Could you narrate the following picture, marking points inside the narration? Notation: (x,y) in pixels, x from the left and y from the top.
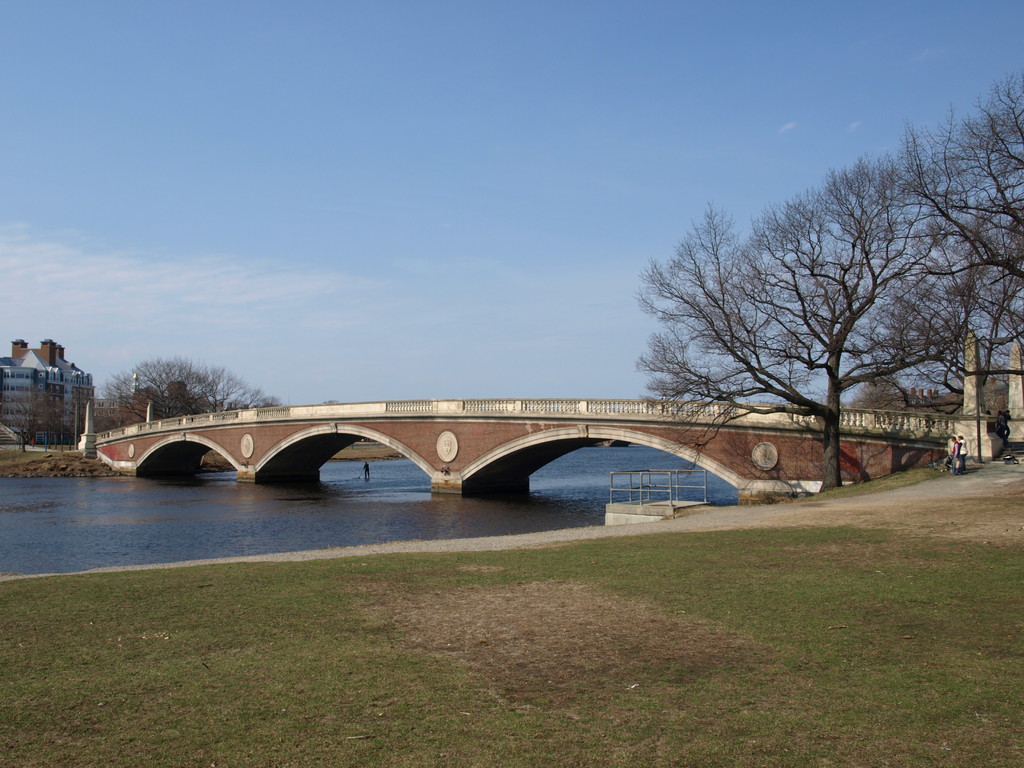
In the center of the image (514,410) there is a bridge (85,435). There is water (178,515). At the bottom of the image (422,653) there is grass (394,690). At the top of the image (421,81) there is sky (489,69). There are trees (888,258). To the left side of the image (1,362) there is a building (40,373).
